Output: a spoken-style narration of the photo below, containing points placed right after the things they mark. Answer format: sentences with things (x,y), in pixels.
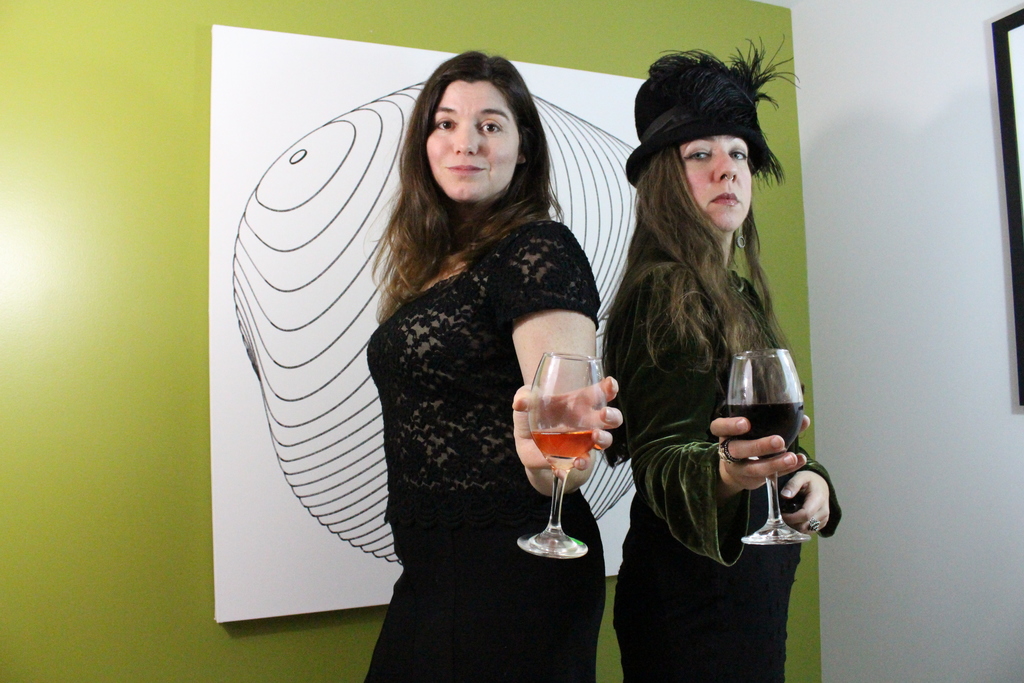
In this picture on this foreground (724,666) there are two women (472,404) in black dress (490,580) standing and holding glasses (769,403). In the background (287,390) there is a frame (262,287) on green wall (573,64). On the right (930,442) the wall (910,135) is painted white.
